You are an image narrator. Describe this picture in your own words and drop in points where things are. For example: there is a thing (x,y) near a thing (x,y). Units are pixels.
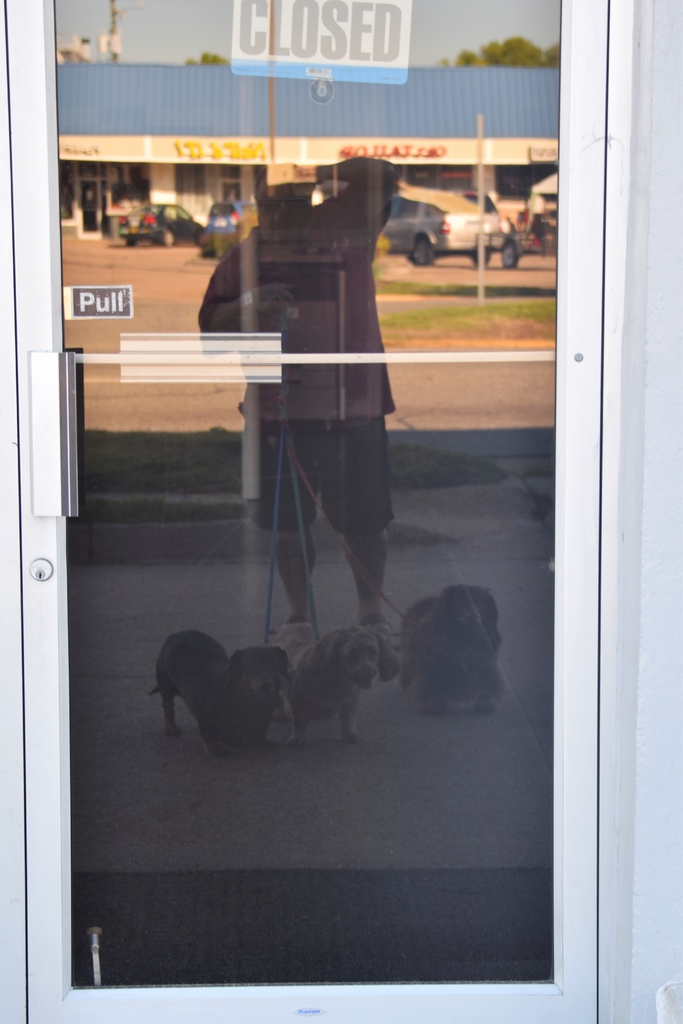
In the foreground (284,347) there is a glass door (79,351), in the glass (296,349) we can see the reflection (281,631) of a man (281,393) holding dogs (424,643). In the background (204,206) there are cars (214,206), stores (253,135) and trees (515,47).
